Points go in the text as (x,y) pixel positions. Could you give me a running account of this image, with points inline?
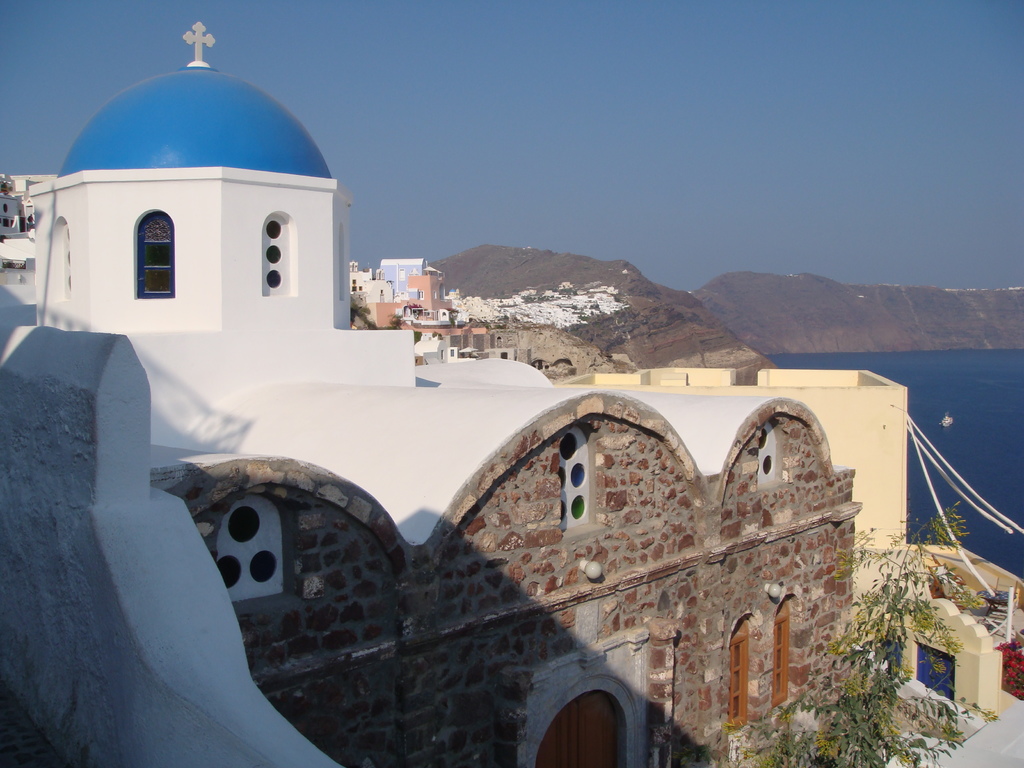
In this picture we can see buildings (470,666) and some objects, here we can see plants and in the background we can see water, rocks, sky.
